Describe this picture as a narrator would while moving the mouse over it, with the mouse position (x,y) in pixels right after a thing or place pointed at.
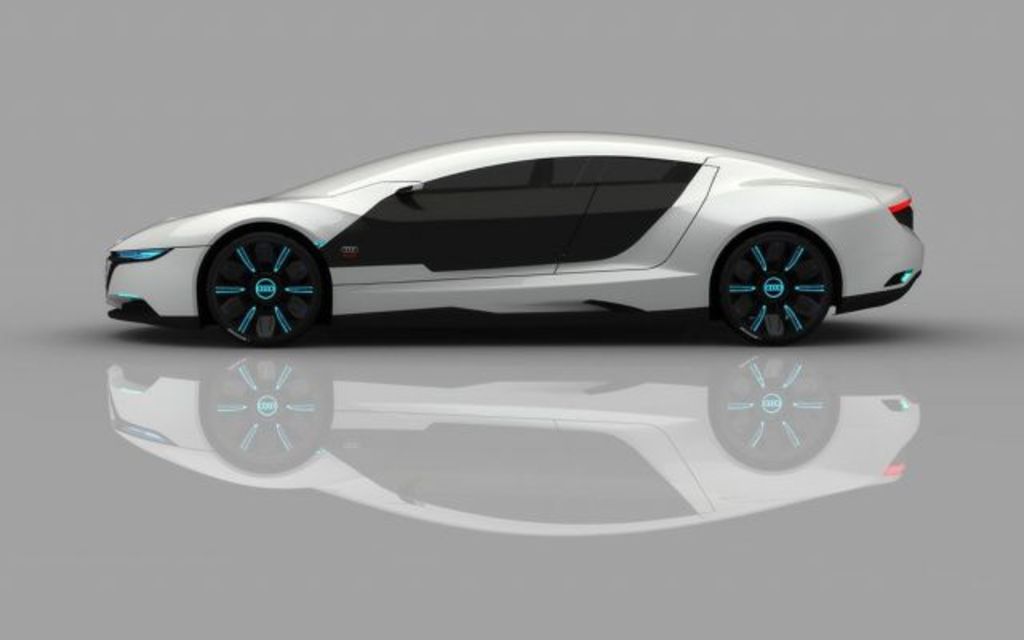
In the center of the image (667,238), we can see a car (597,245) and at the bottom (473,501), there is floor (528,501).
